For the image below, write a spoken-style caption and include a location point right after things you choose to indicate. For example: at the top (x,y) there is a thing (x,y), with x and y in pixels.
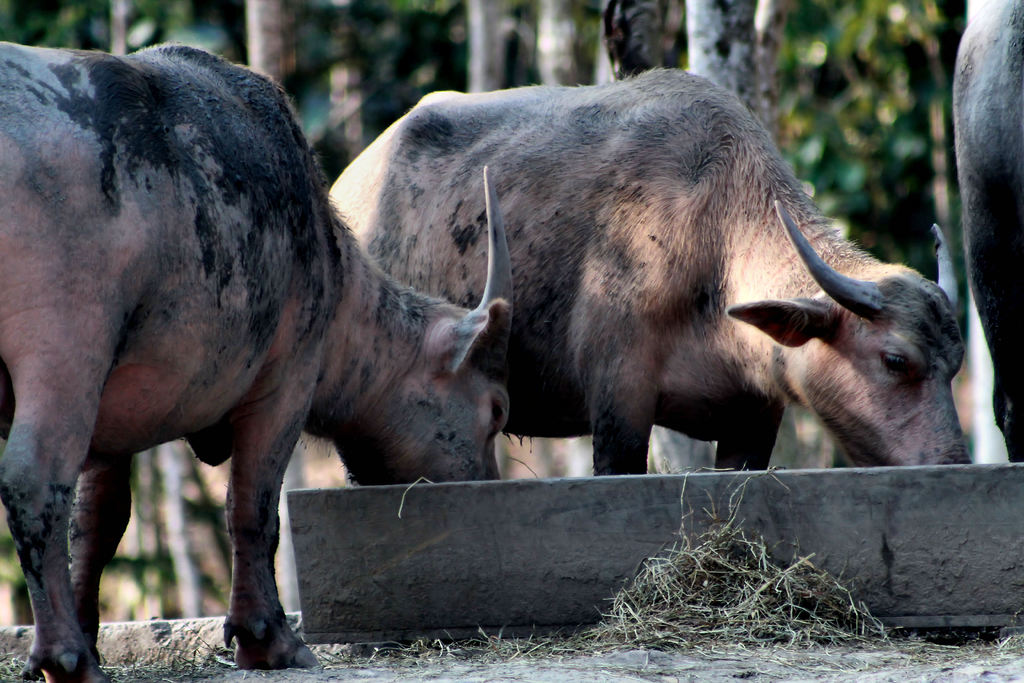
In this image, we can see few animals (422,358) are standing. At the bottom (310,616), we can see dry grass (727,620) and some object (891,529). Background (246,47) there is a blur view. Here there are so many trees (595,40) we can see.
